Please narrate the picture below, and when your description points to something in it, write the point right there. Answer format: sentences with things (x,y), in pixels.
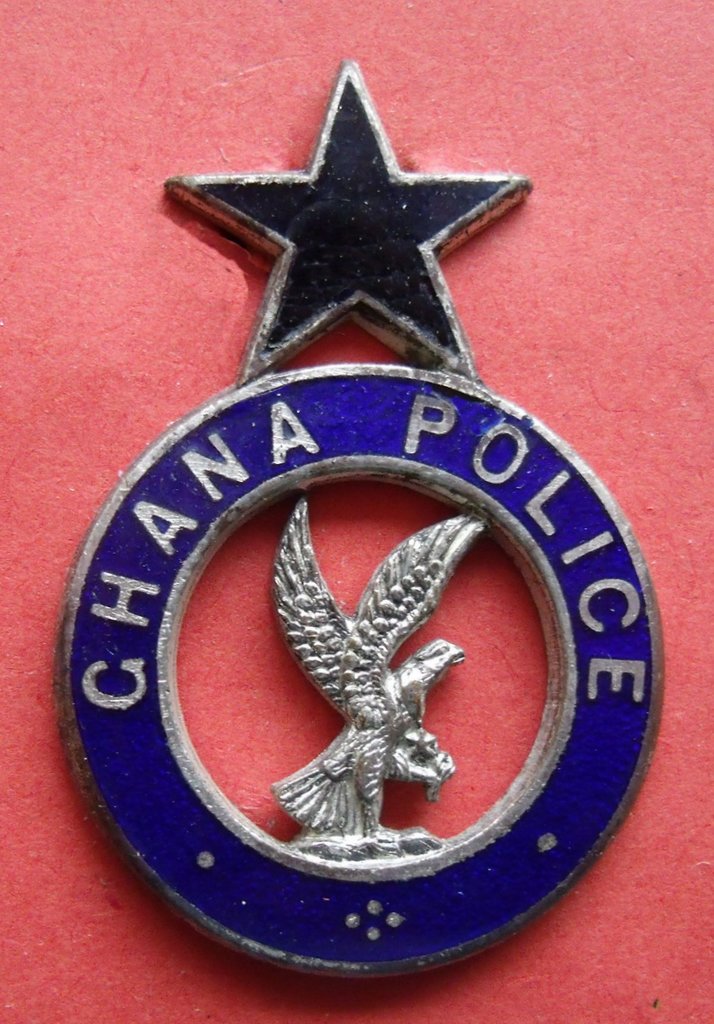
In this image I can see the badge (263,456) which is in black, blue and silver color. And I can see Ghana police is written on the blue color badge (329,836). It is on the red color surface (110,385).
